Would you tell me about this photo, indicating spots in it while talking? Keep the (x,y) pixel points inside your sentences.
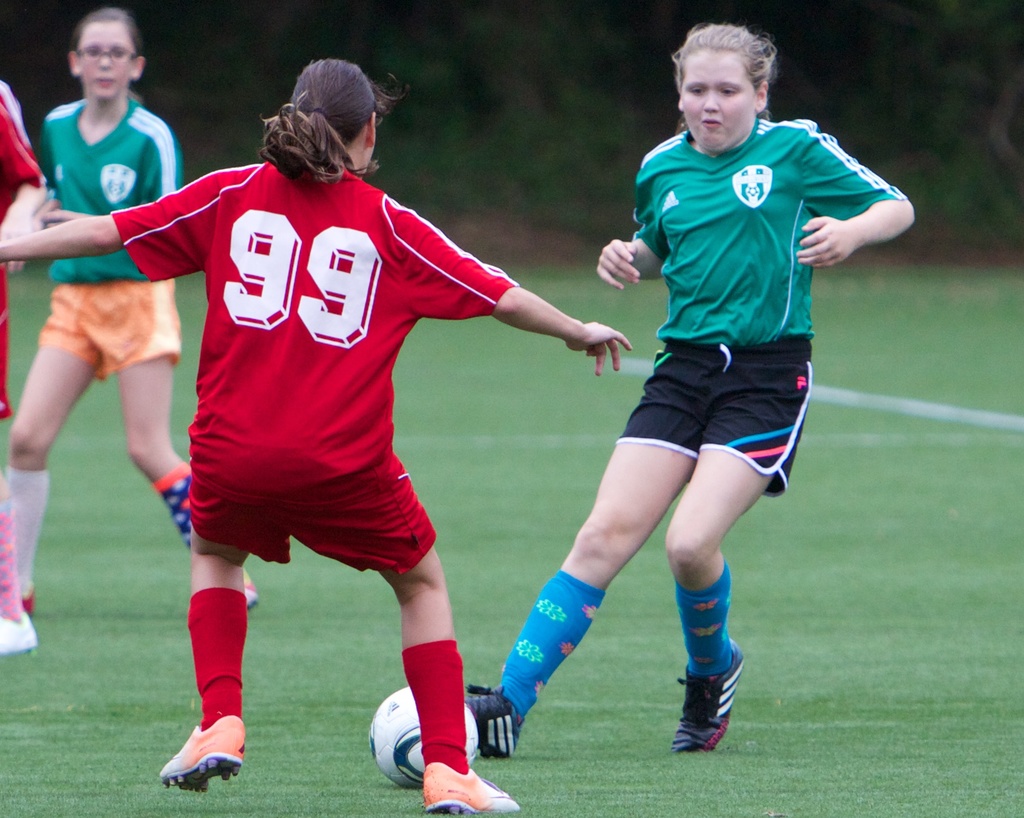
In the middle (364,487) there is a girl (376,461) she is playing football, she wear a red t shirt (310,271) her hair (331,103) is long. On the right (743,228) there is a girl (702,410) she is staring at football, she wear green t shirt (732,269), shorts (718,370), socks (706,629) and shoes (710,705). On the left (82,180) there is a girl (121,332) she wear a green t shirt (110,196), shorts (95,324), socks (18,513) and shoes (247,590).
